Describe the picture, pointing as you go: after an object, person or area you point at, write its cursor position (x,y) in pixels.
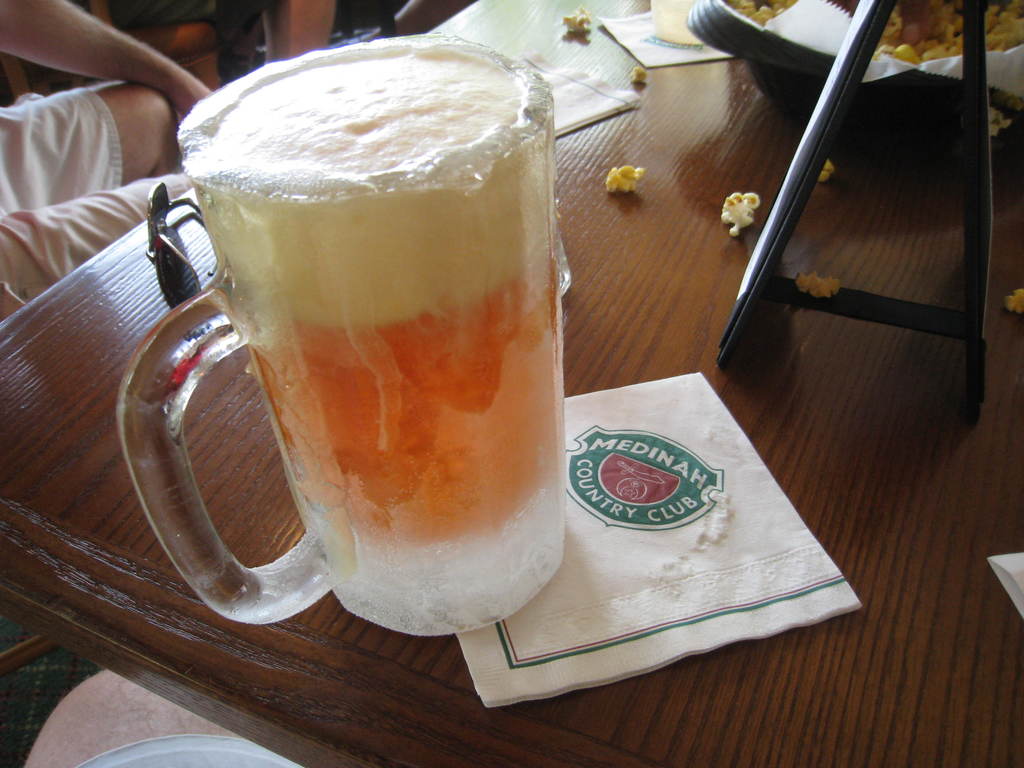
In the center of the image (643,271) there is a table (672,232). On the table (616,215) we can see glass (418,288) which contains liquid (342,266), goggles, tissue papers (681,512), popcorn (955,24) and some objects (844,38) are there. At the top left corner (106,75) we can see some persons (136,99) are there. At the bottom left corner (127,722) person leg (141,726) and chair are there.
